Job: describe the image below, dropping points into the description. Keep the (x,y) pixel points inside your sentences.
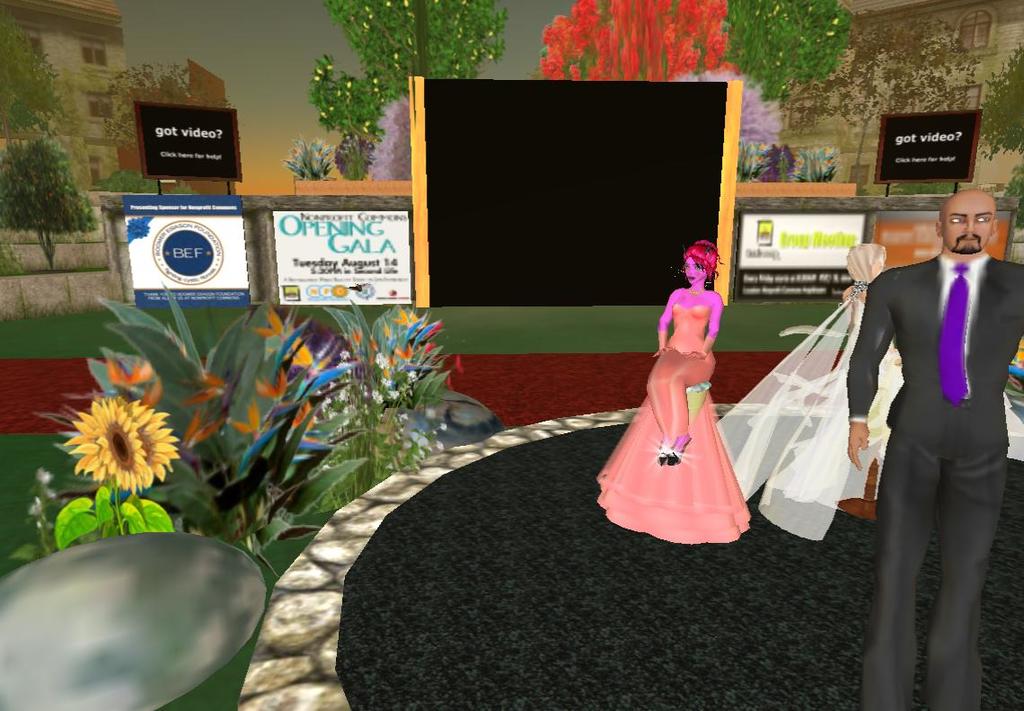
Here this is an animation image, in which we can see images of depiction people (718,437) and we can also see plants (251,407) with flowers (153,438) and we can see some posters (305,213) present and we can also see trees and buildings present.
